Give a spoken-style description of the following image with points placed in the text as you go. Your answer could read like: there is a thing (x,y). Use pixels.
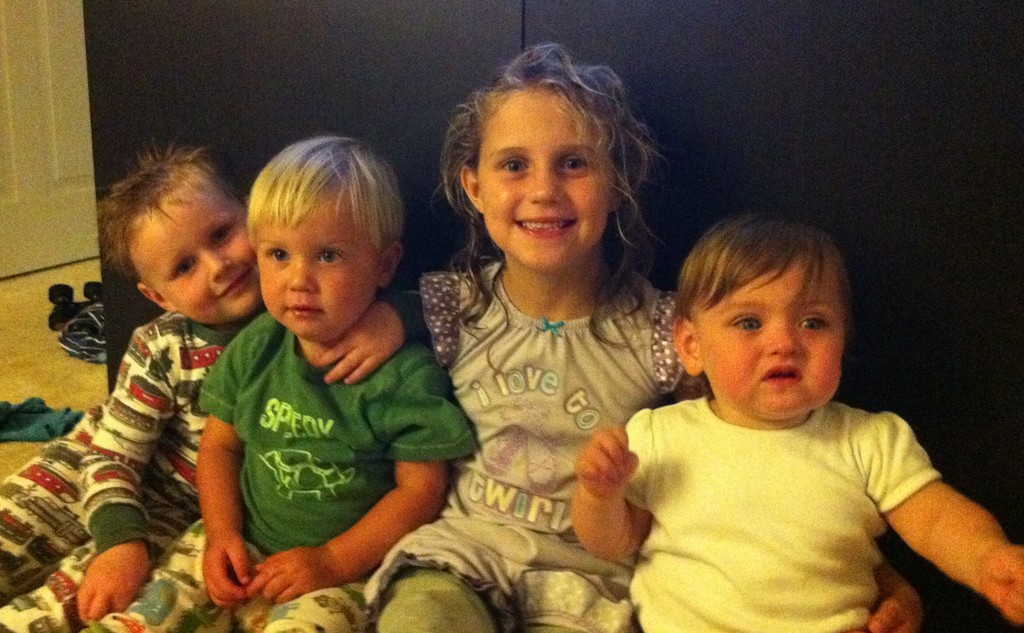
In this picture I can observe four children (279,381) sitting on the floor (50,374). Two of them are smiling. On the left side (40,413) there are some clothes (73,342) placed on the floor (59,375). I can observe a door (30,152) on the left side (55,147). Behind them there is a black color wall (398,91).
